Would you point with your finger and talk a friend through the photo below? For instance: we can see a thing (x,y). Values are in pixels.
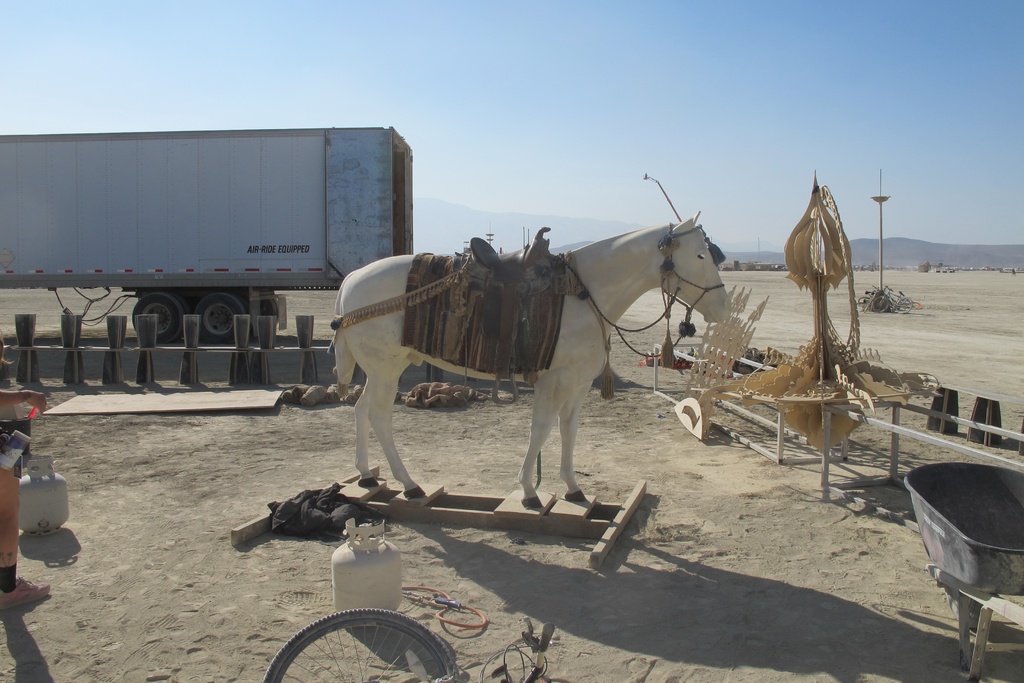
In this image we can see a vast land (730,564). On the land (825,585) one vehicle (217,206), horse statue (476,369), wooden things (705,372), tire (395,619), containers (378,572), fencing (933,410) and pole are there. Top of the image (590,69) sky (516,69) is present.
